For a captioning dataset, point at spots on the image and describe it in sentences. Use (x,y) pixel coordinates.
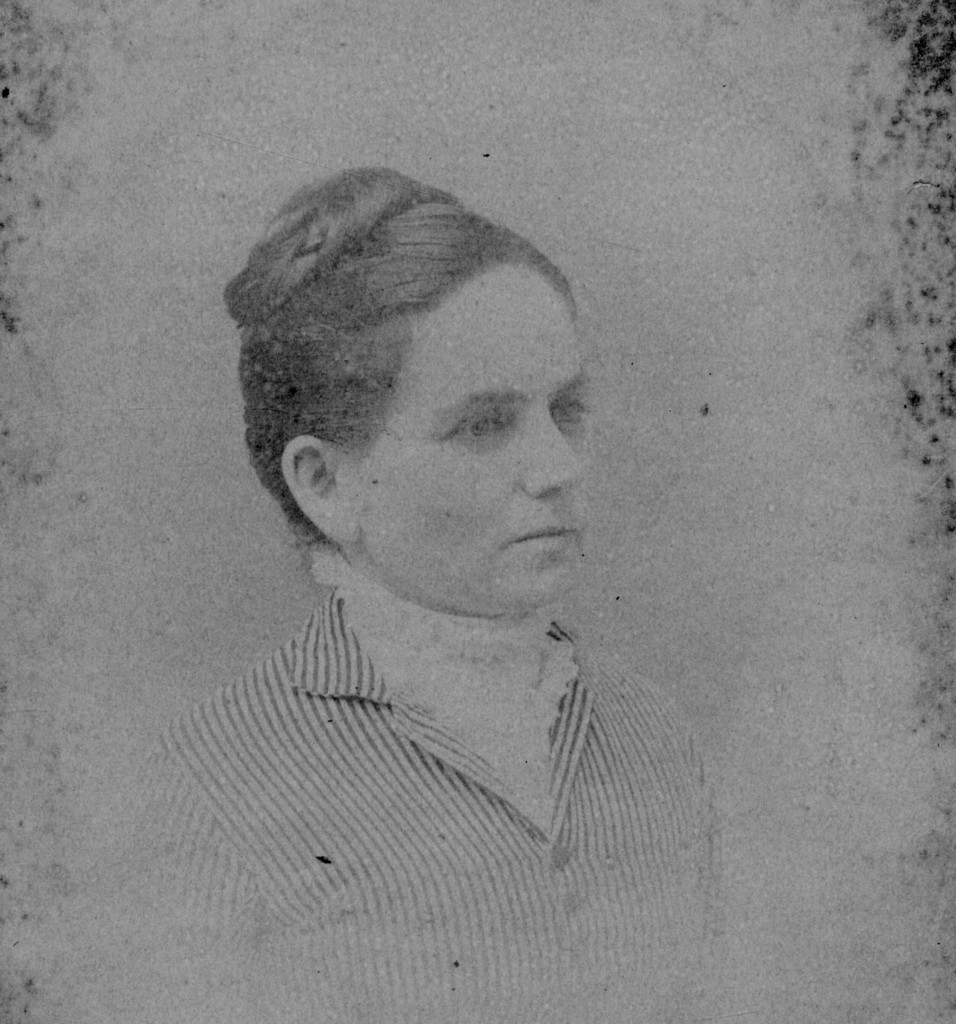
This is an edited image. There is a picture of a woman (335,698).
